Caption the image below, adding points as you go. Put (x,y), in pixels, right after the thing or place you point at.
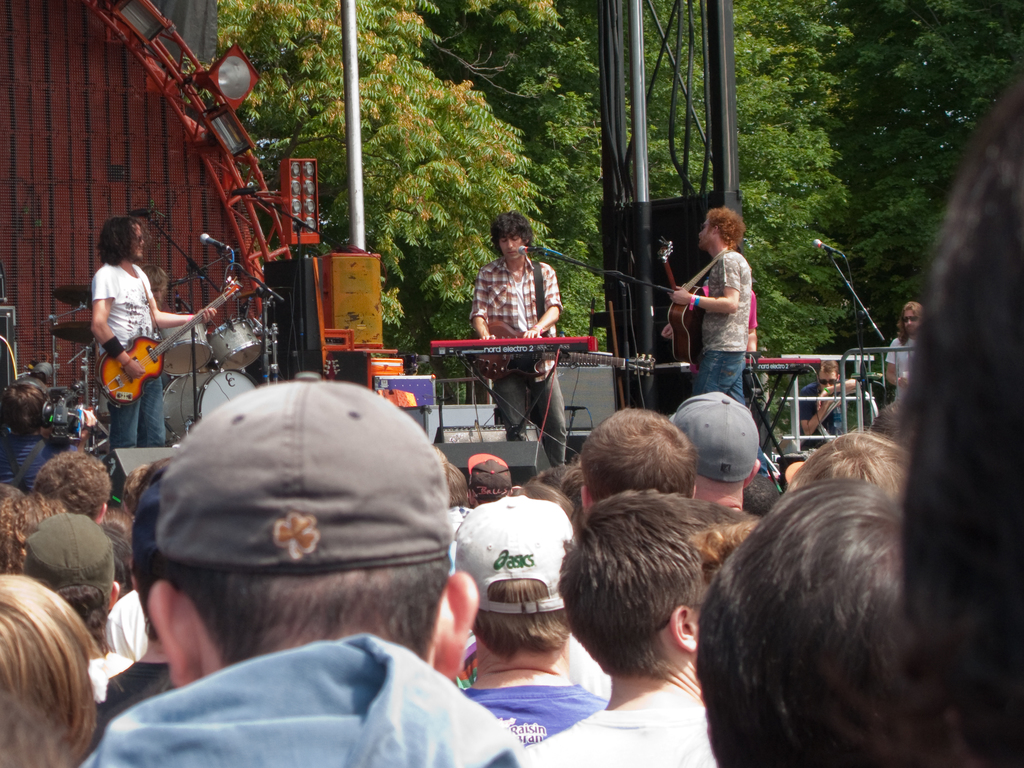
In this picture I can see a group of people (500,560) among them some are standing on the stage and playing musical instruments (238,325). Here I can see microphones (211,246) and some other objects (342,365) on the stage (460,413). In the background (566,105) I can see pole (357,100) and trees (502,125). Here I can see stage lights (240,90).
